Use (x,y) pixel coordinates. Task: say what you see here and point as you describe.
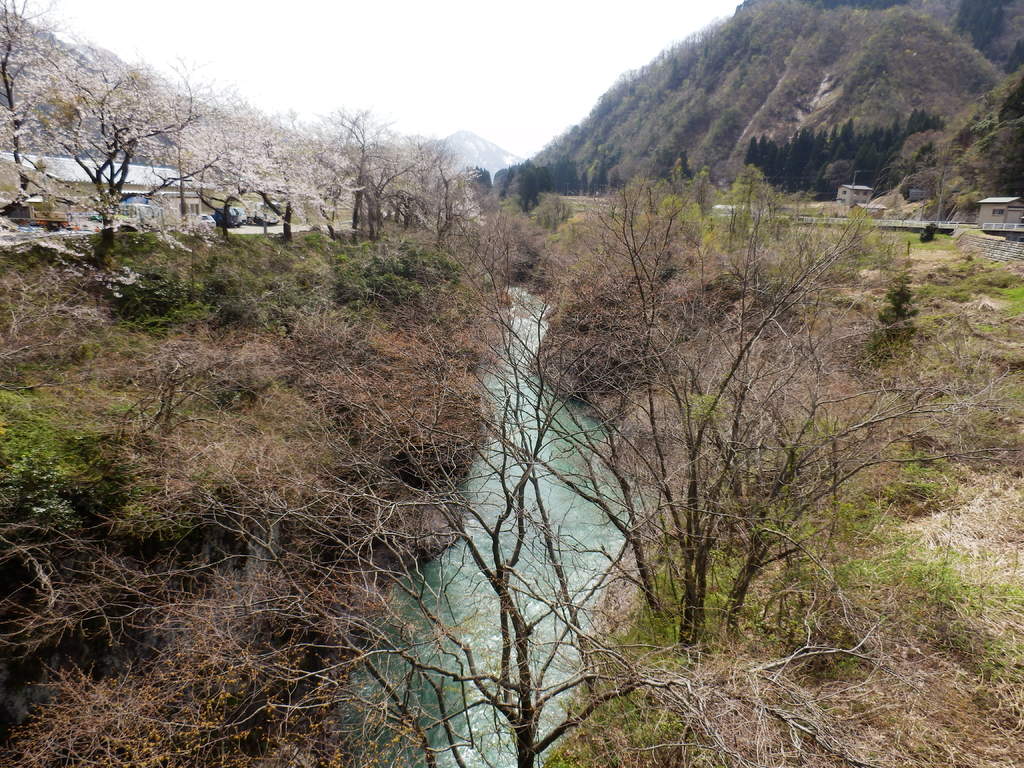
There are some trees (413,517) at the bottom of this image (744,558) and there is a house (138,214) on the left side of this image (188,210) and there are some mountains (811,168) in the background (715,182). There is a sky (432,39) at the top of this image (422,42).
